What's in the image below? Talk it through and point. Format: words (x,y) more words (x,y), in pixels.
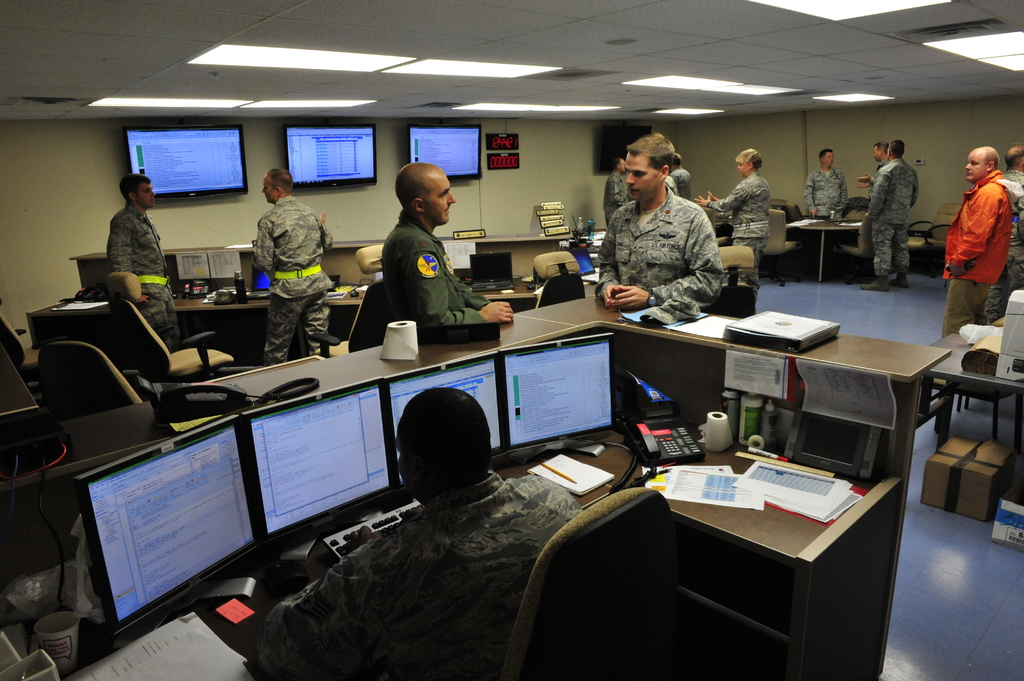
There is a military man (468,544) sitting in chair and there are four systems (326,485) in front of him and there are some officers (444,249) standing in front of him.
